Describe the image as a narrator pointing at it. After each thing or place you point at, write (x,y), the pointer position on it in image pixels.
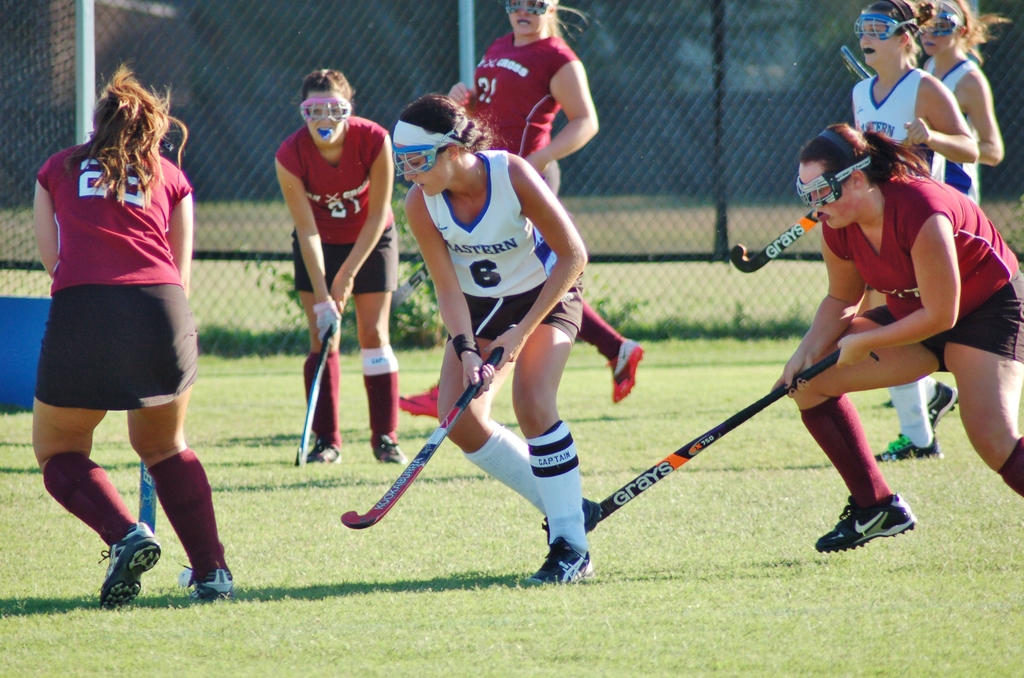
In this image we can see ladies (105,323) playing hockey. At the bottom (492,589) there is grass (642,561). In the background (693,78) there is a mesh (665,119).
